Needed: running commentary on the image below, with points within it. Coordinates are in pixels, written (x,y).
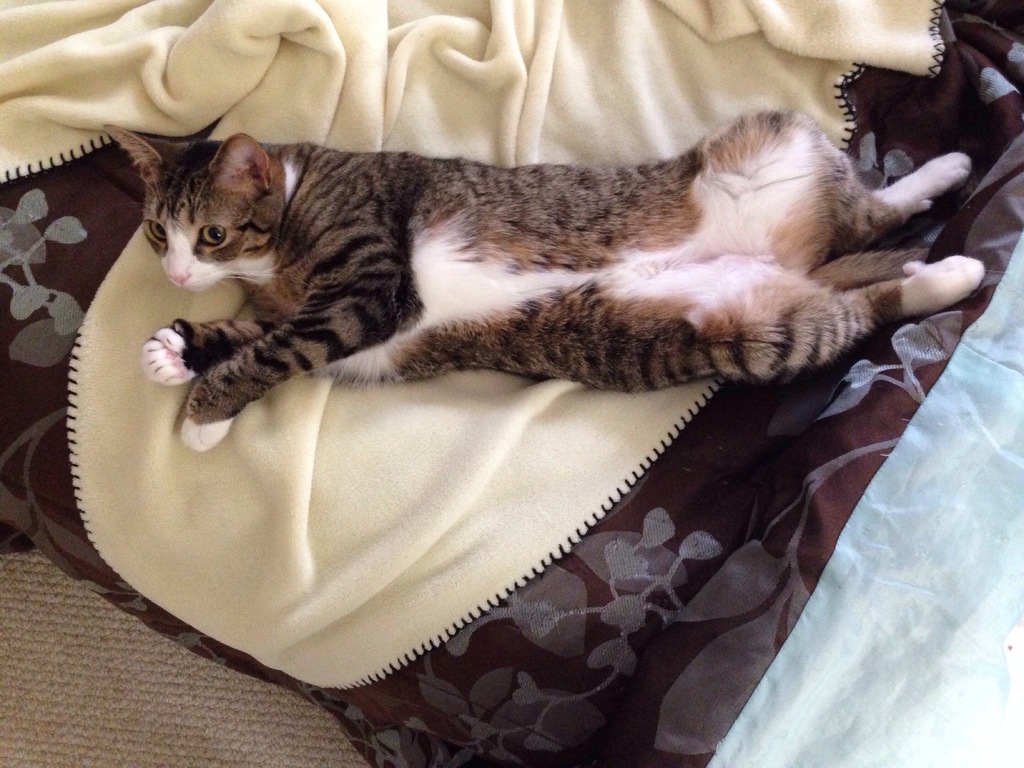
In this image we can see a brown and white color cat (605,267) is lying on the surface (608,517) of bed (640,523) and one yellow color blanket (388,486) is there.
